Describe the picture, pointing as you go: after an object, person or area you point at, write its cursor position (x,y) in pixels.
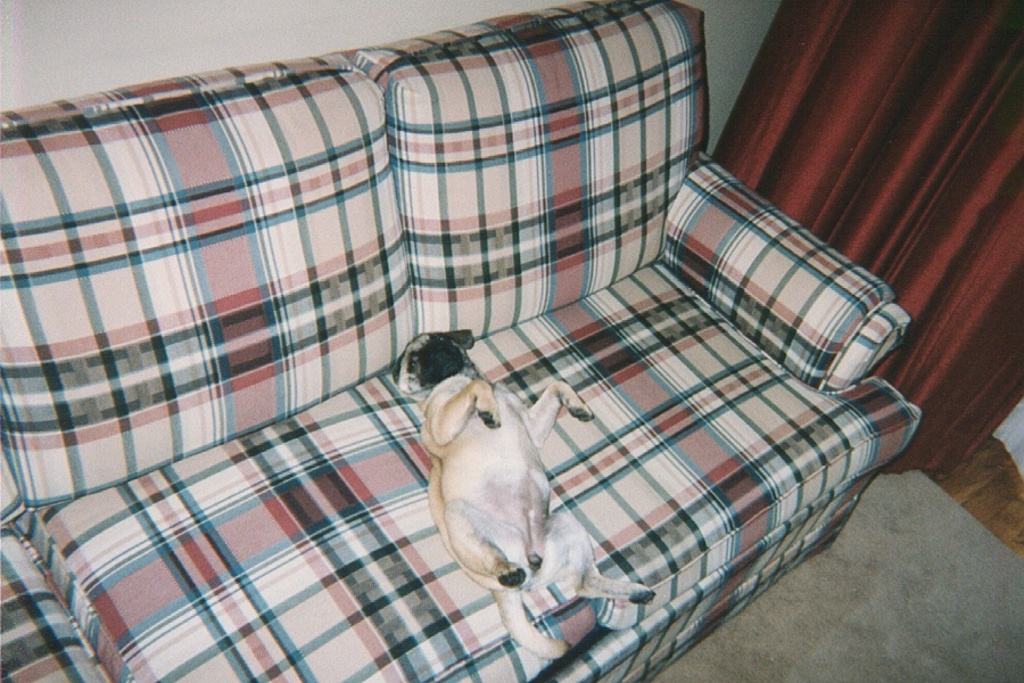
In this image we can see a dog (495,486) on a sofa (580,373). On the right side (889,160) there is a curtain (908,253). On the floor (890,549) there is a carpet (868,600). In the back (405,24) there is a wall (710,4).
